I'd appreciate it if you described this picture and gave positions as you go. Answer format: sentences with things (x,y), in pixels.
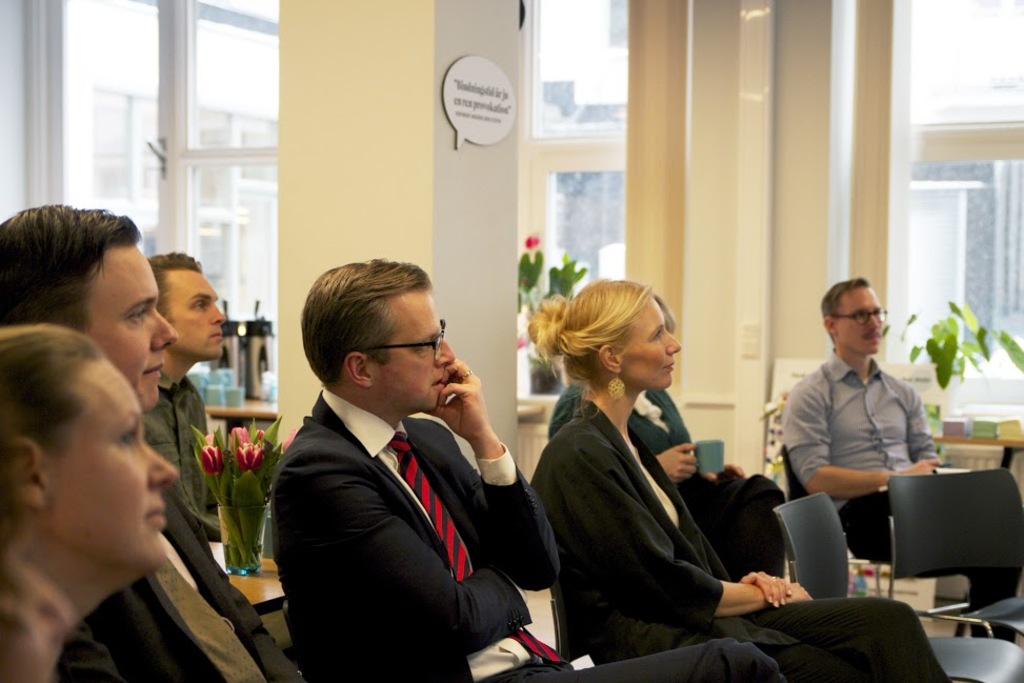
In the foreground (487,570) I can see a group of people (169,359) are sitting on the chairs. In the background (220,286) I can see houseplants (534,258), pillars (473,213), wall (419,202), glass windows (605,199) and buildings (926,214). This image is taken may be in a hall (481,346).
